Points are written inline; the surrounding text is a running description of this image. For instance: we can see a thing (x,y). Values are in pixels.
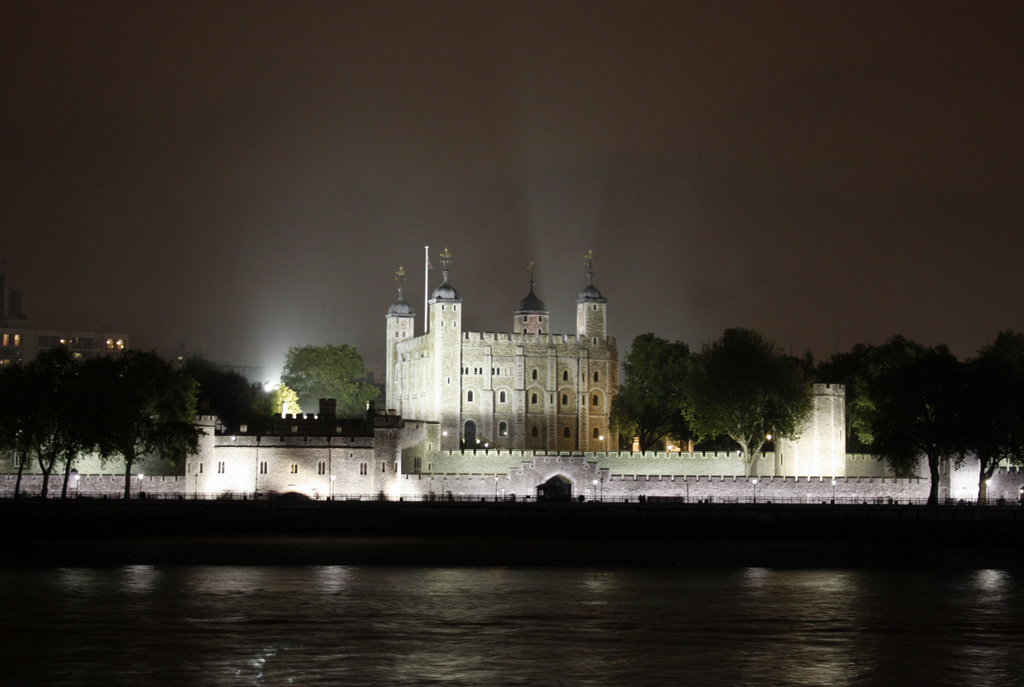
As we can see in the image there is water (496,626), fence (179,496), buildings (558,453), lights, trees (902,390) and at the top (431,157) there is sky (625,153). The image is little dark.
